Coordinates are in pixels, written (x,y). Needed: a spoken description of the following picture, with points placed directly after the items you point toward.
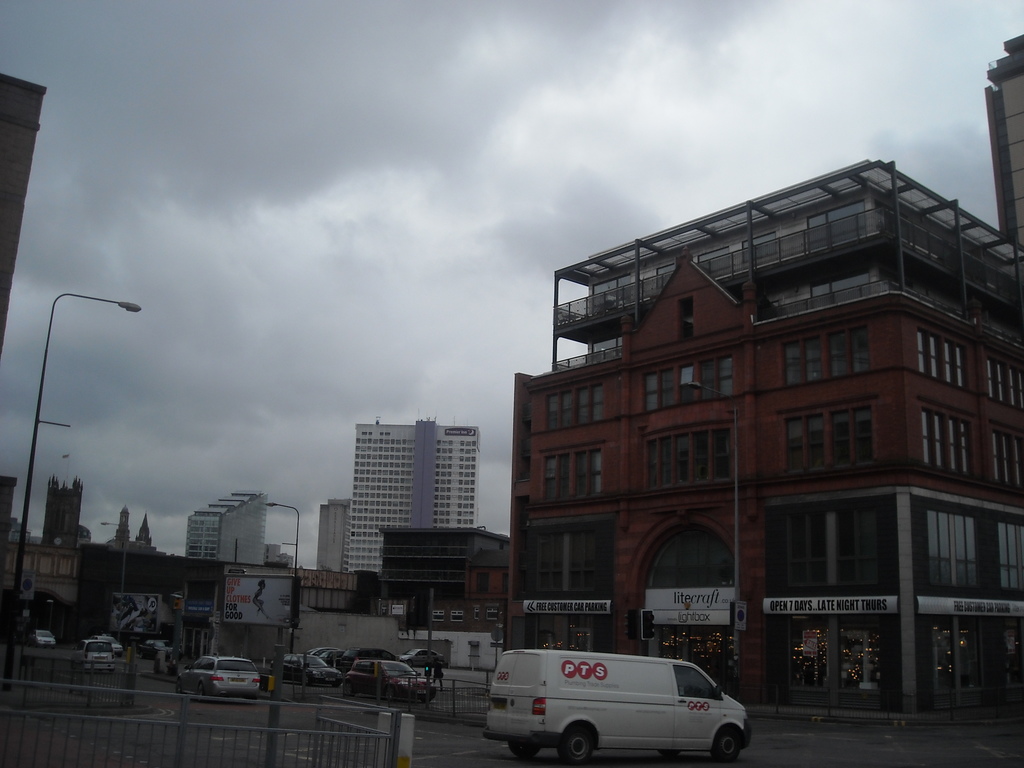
In this image I can see few buildings (713,424), windows (1013,388), fencing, light poles (21,580), traffic signals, boards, sky (305,556) and few vehicles (202,671) on the road (419,742).
